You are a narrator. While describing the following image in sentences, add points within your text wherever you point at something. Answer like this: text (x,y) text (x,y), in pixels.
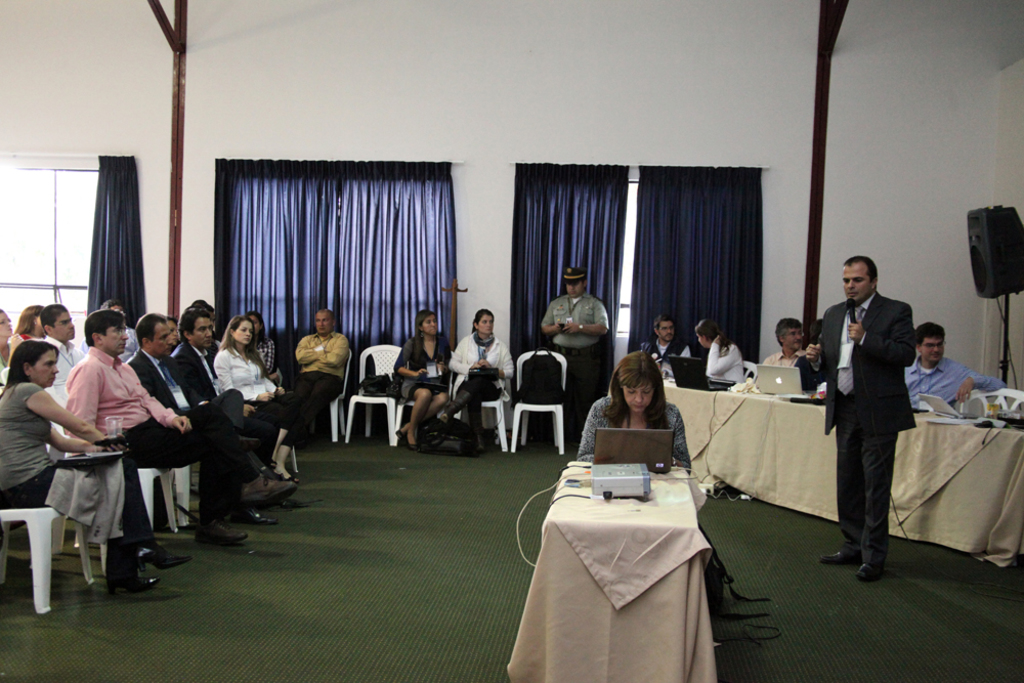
In this picture there are group of people (551,312). One person (847,284) is standing and holding a microphone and other person (589,371) is standing at the window (627,287). At the back (643,293) there are curtains (595,274). There are laptops (647,438), papers (944,421), wires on the table (607,639) and at the right (993,278) there is a speaker (979,216).
